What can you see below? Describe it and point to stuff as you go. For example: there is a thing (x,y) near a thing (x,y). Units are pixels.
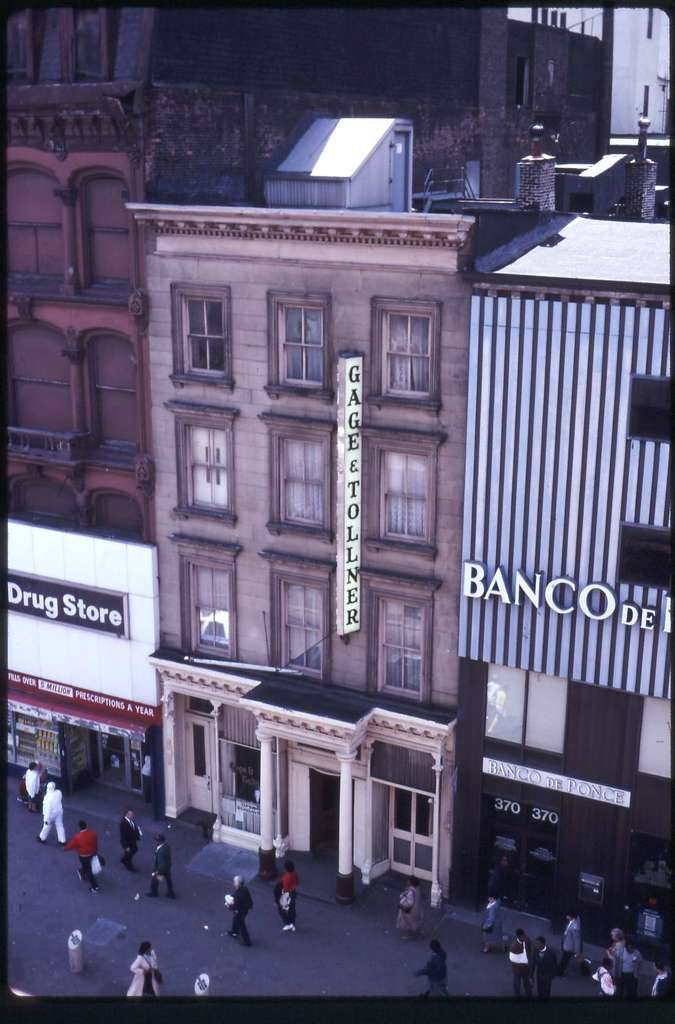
In the image there are buildings (436,568), it looks like they are some shopping stores (349,736) and in front of those buildings (119,769) there are few people (487,909).
